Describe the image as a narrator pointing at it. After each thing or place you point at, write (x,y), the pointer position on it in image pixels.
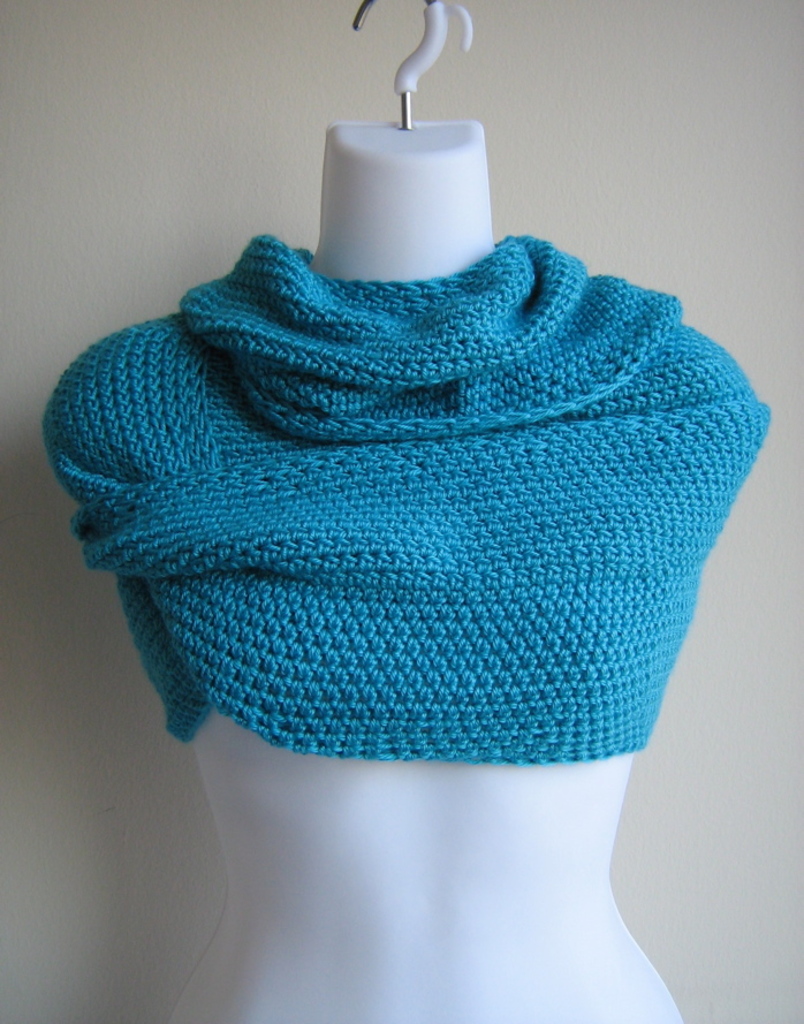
In the center of the image (406,563) we can see mannequin (471,826) and cloth (533,476) are present. In the background of the image (144,269) wall (721,996) is there.
